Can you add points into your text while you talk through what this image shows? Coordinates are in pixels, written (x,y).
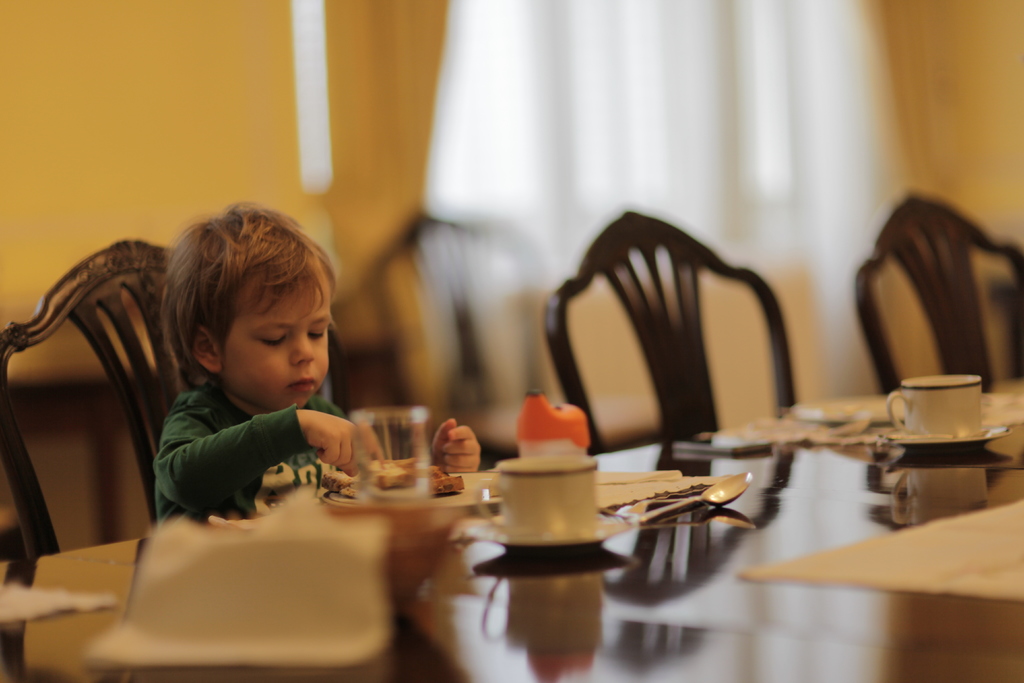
Here we can see a boy (286,322) is sitting on the chair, and in front (563,443) here is the table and plates (598,531) and some objects (338,559) on it, and he is eating.
